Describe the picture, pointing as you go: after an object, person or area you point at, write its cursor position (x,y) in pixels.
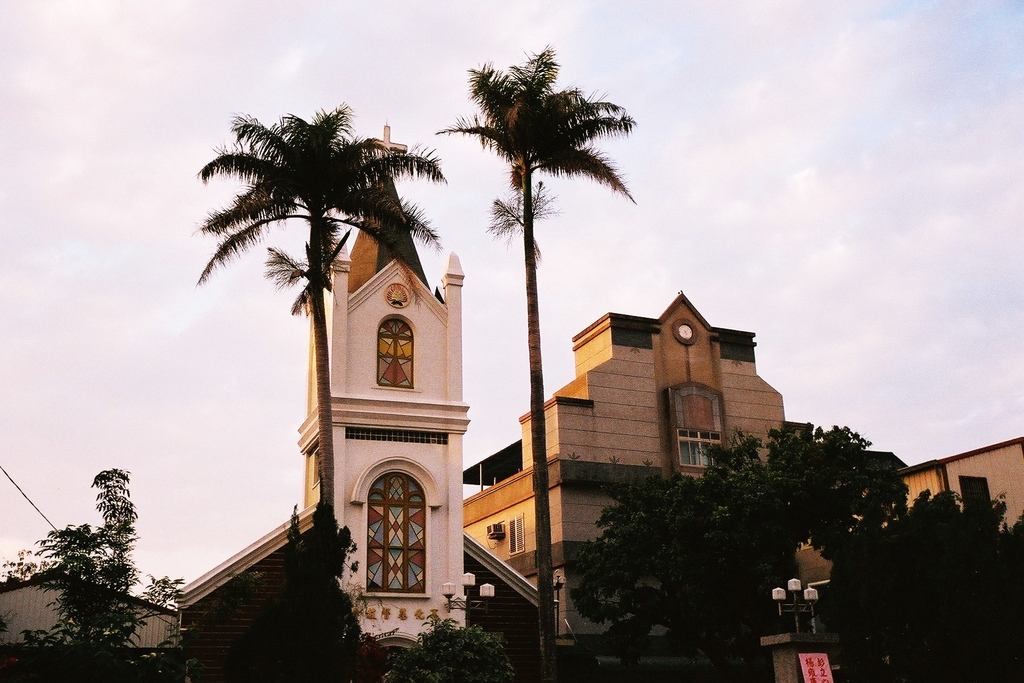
In this image there are few buildings (570,596), trees (686,604), some lights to the stone pillars (793,649) and some clouds (128,333) in the sky (261,301).
